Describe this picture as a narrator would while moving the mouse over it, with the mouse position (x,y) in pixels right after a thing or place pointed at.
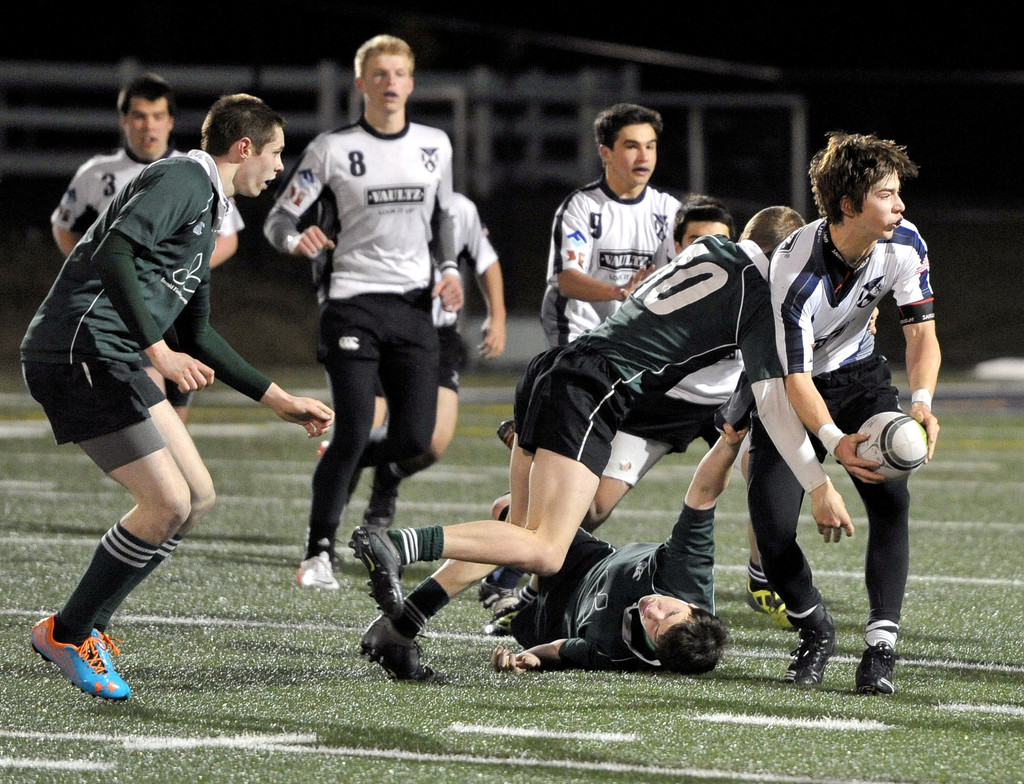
In the center of the image (527,438) there are people (607,222) playing. At the bottom of the image (567,730) there is grass (634,730).
